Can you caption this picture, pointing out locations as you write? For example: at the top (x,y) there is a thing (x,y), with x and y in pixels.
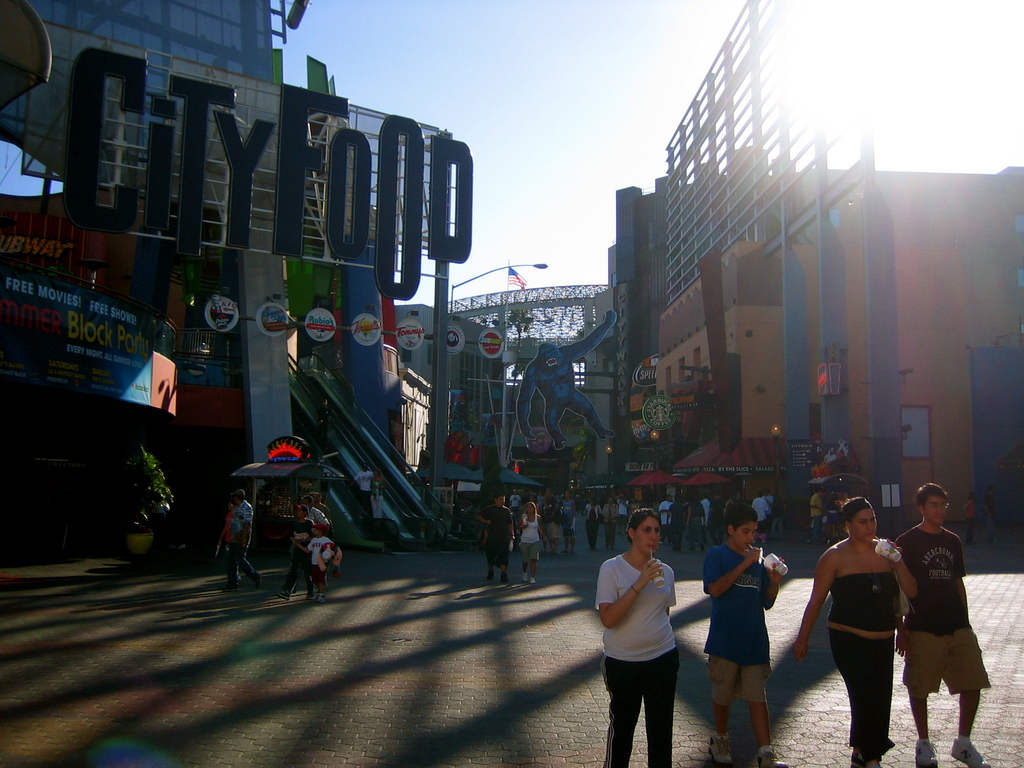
In this image there are buildings (713,454) and we can see people (530,564). There are boards (492,351) and we can see a bridge (518,314). In the background (544,125) there is sky (671,80).
